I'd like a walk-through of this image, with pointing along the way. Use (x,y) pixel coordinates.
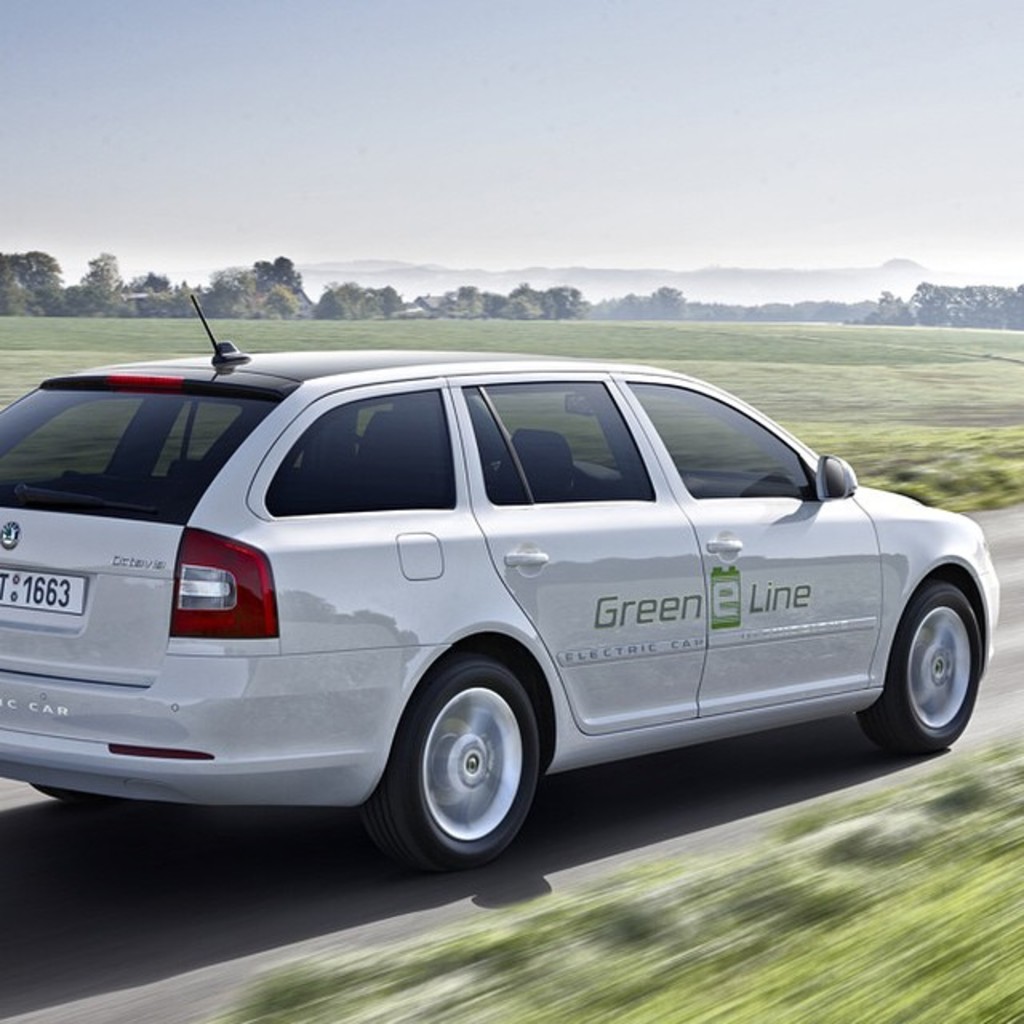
In the picture we can see a car (665,711) on the road (1016,521) and both the sides of the road (86,917) we can see the grass surface (1023,363) and in the background (739,176) we can see the trees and the sky (499,231) with clouds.
